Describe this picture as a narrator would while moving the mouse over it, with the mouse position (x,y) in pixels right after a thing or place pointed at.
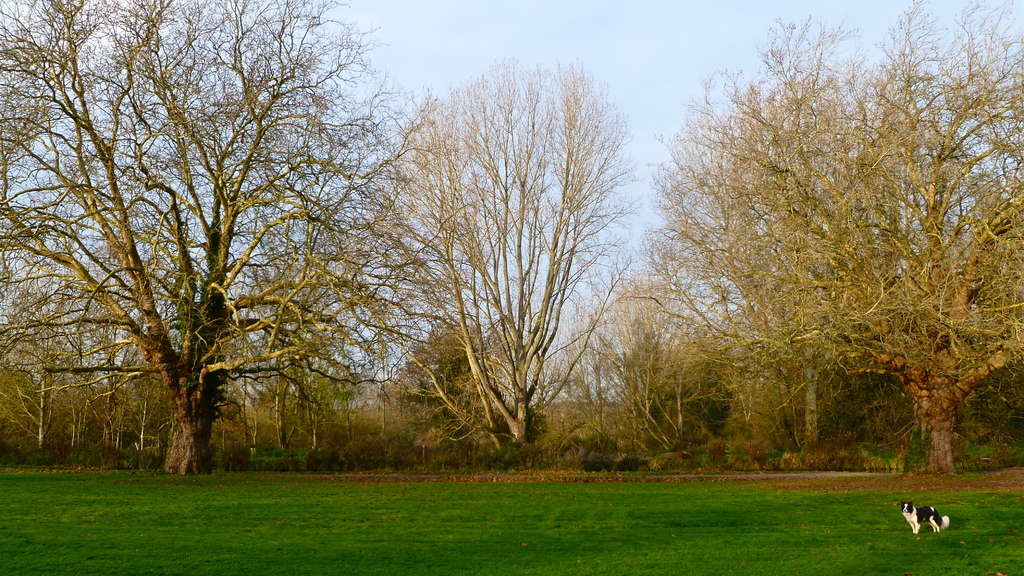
In this picture there is grassland (648,502) at the bottom side of the image (496,485) and there is a dog (918,516) on the right side of the image (914,505), there are trees (535,385) in the center of the image (475,345).
